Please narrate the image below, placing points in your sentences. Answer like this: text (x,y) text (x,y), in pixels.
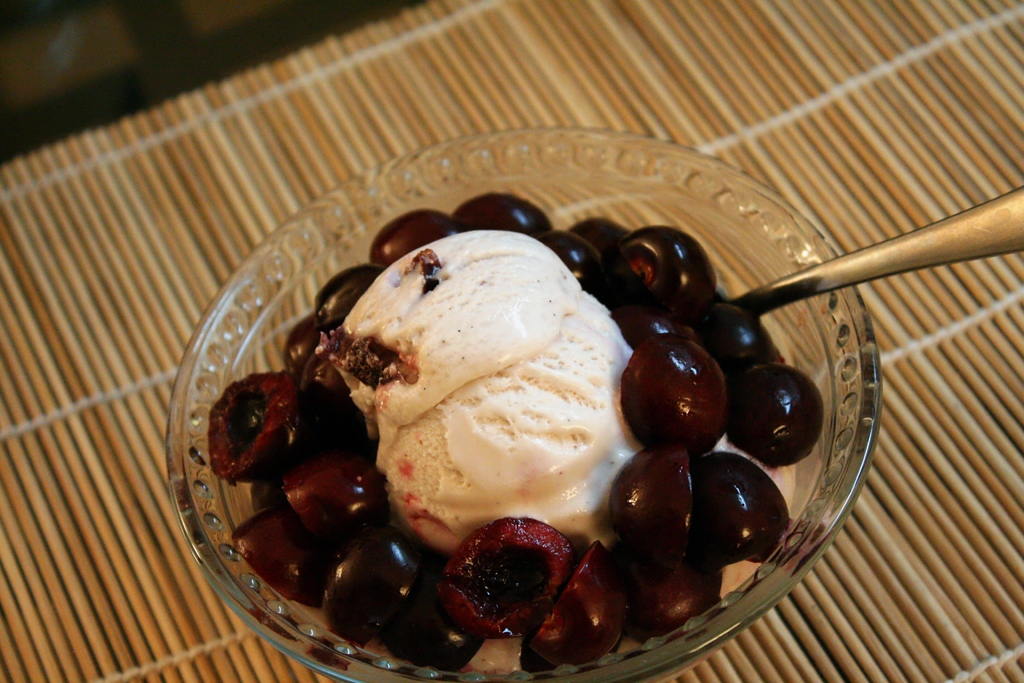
In this picture I can see some food item (435,409) kept in a bowl (776,322) along with the spoon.
